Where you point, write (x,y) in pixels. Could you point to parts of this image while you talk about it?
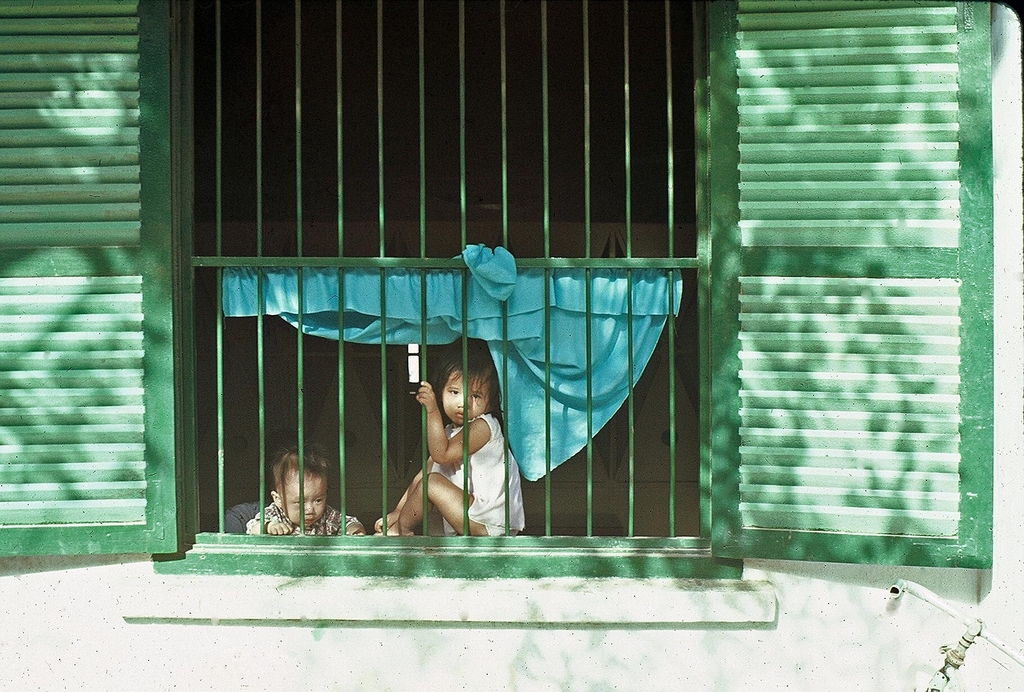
In the foreground of the picture (181,240) we can see windows (708,395), wall (258,627), iron grill (300,299), kids (339,521), curtain (501,317) and pipe (981,619). In the background (482,204) it is dark.
